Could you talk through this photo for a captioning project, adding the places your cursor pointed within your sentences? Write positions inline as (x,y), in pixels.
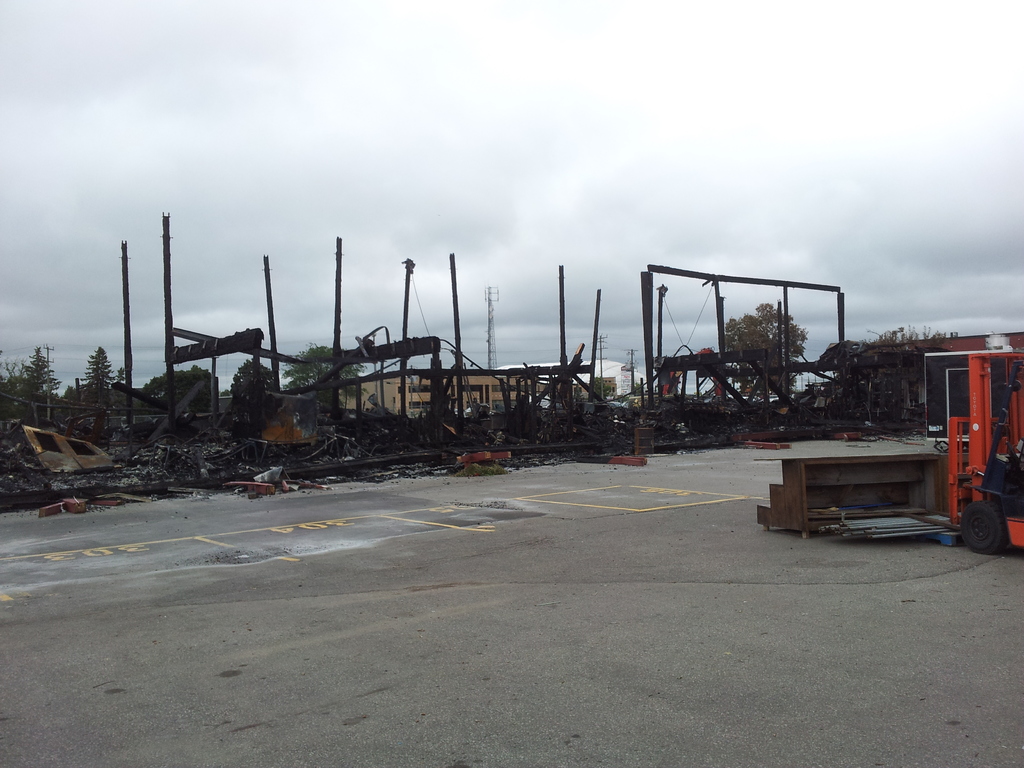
This image is taken outdoors. At the top of the image (502,178) there is the sky (118,136) with clouds (112,202). At the bottom of the image (399,688) there is a road (609,496). On the right side of the image (893,485) there is a wooden bench (844,495). There are a few things (966,455) on the floor (995,564). In the background (425,389) there are a few houses (473,382) and there is a tower (487,331) and poles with a few wires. There are a few trees (32,374) and plants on the ground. In the middle of the image (533,367) there is a scrap (315,438) on the road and there are many burnt bars (454,286).
